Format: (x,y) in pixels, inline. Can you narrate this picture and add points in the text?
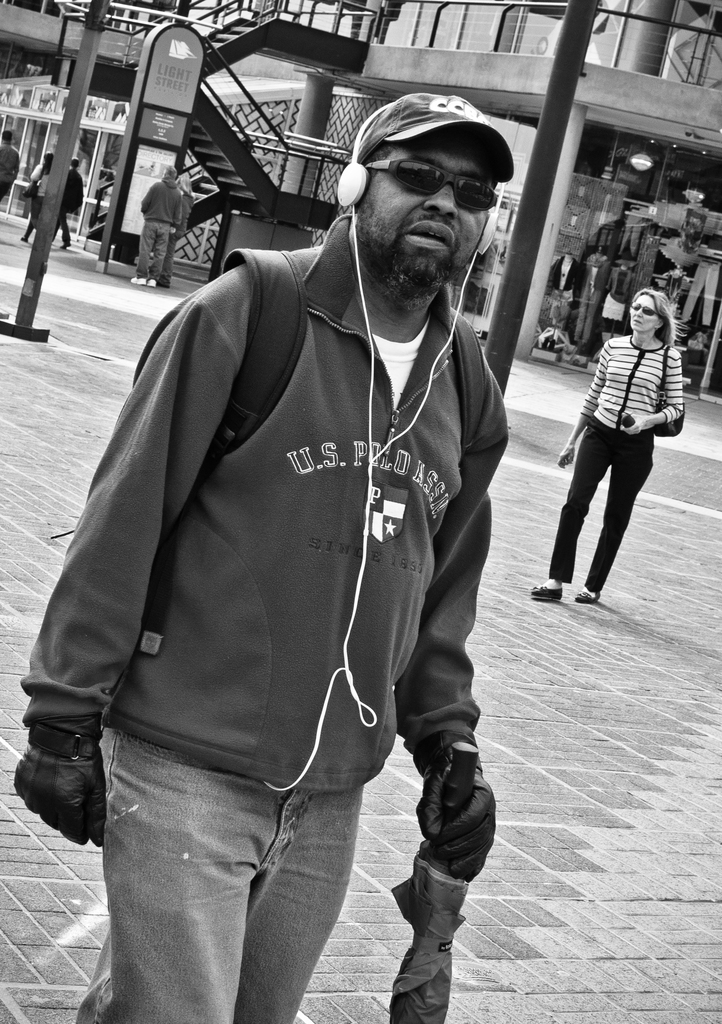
This is black and white image, in this image people (176,312) are walking on a road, in the background (298,16) there is a building (689,157) steps (235,172) and a poles (562,110).
